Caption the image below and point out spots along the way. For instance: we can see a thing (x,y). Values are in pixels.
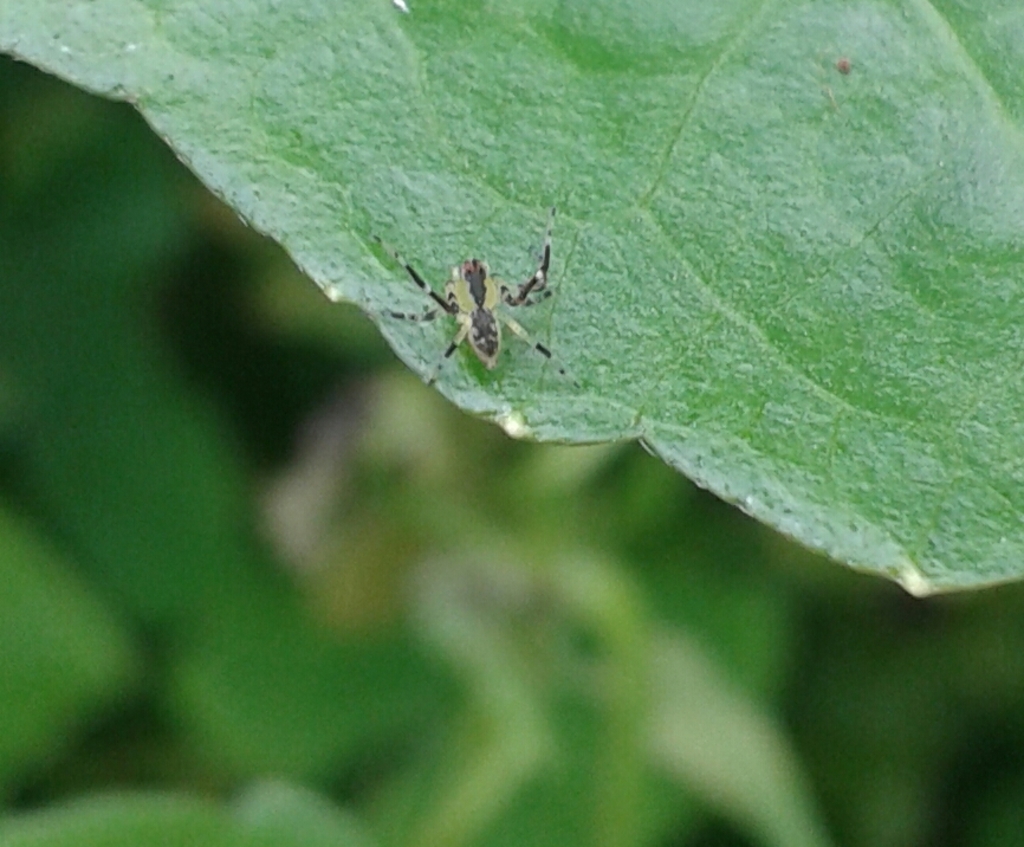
In this picture I can see a Insect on the leaf (659,372) and I can see a blurry background (329,455).
